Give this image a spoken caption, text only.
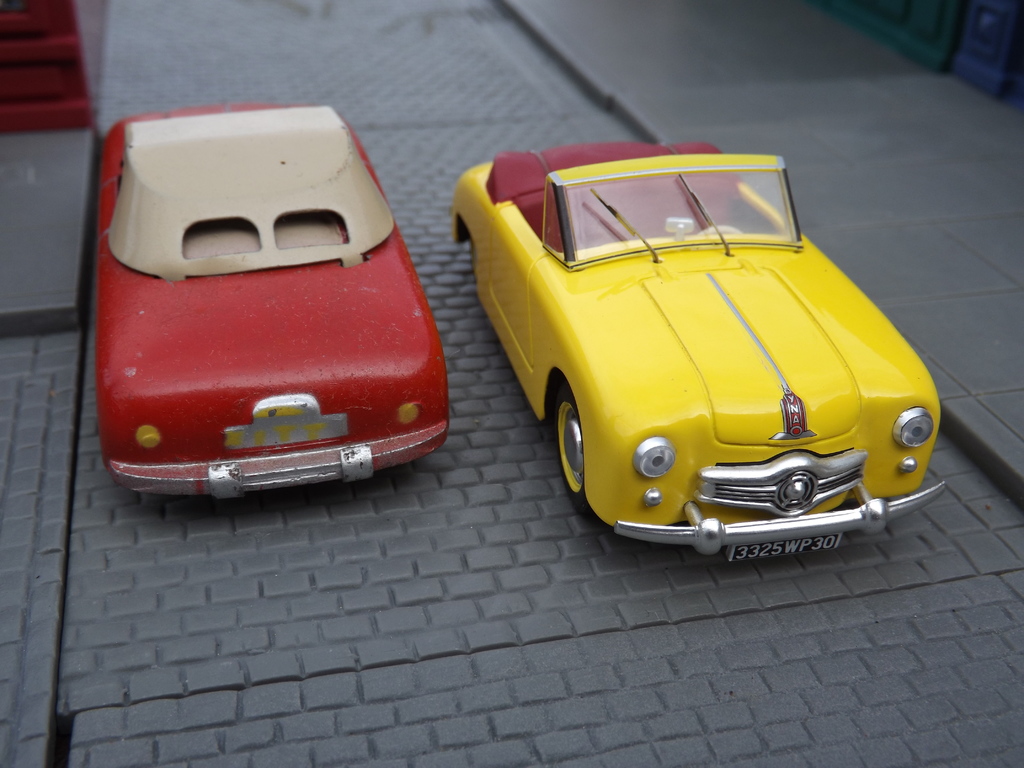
In the image we can see some toy cars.
